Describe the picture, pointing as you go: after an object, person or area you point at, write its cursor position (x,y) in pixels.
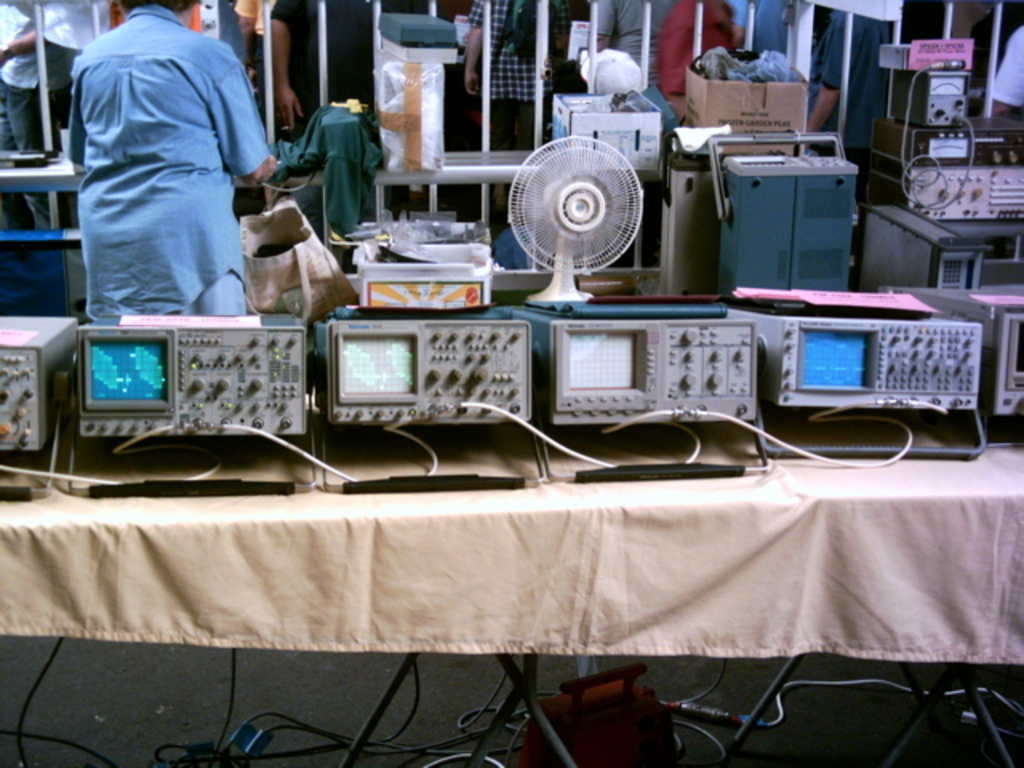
Here in this picture, in the front (200,333) we can see some electronic devices (184,340) present on a table (80,539) and behind that we can see table fan (562,235) and other electronic devices (883,253) present over the place and on the left side (105,202) we can see a person (159,131) standing.
